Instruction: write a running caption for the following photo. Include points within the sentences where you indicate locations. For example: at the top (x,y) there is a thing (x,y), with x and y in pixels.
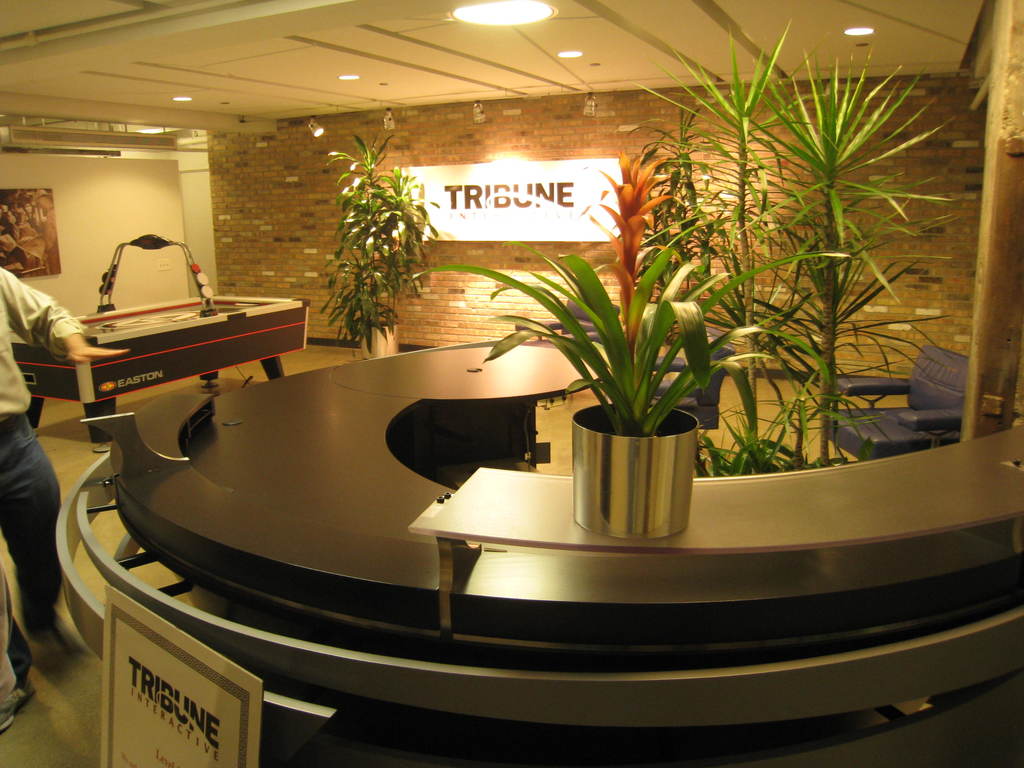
This picture shows a man (26,306) walking and we see few plants (856,208) and we see a chair (936,357) and couple of roof lights (525,4).
